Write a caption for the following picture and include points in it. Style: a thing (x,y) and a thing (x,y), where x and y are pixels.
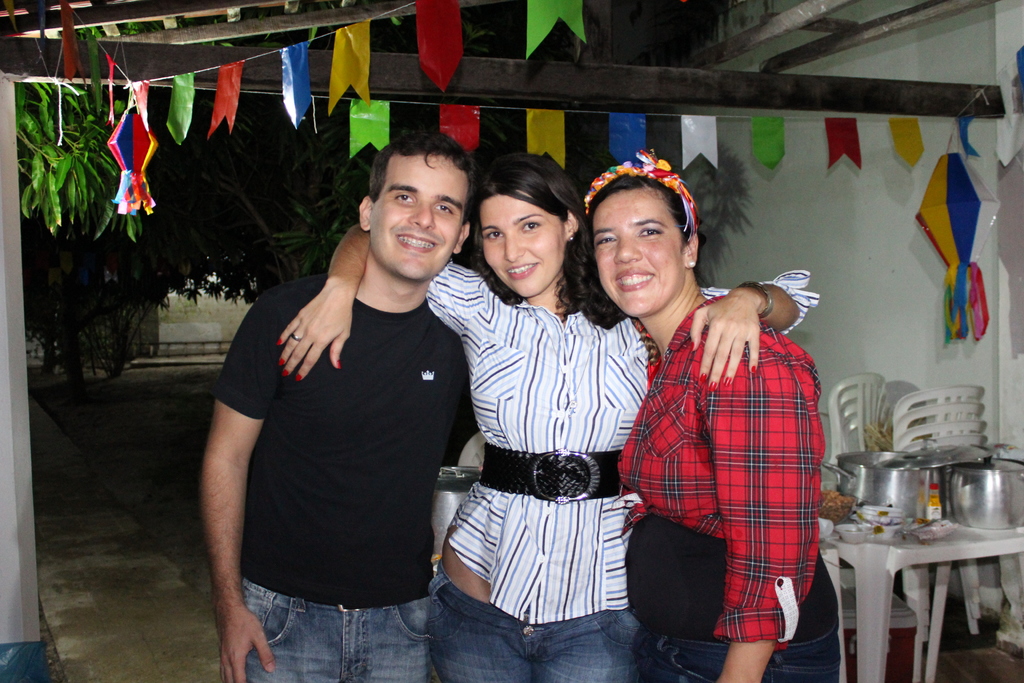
In this image we can see two women (496,411) and one man (353,450) are standing. In the background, we can see a road (46,506) and trees (547,44). On the right side of the image (947,142), we can see a wall (854,253), table (892,563), chairs (906,402) and a container (908,666). On the table (879,544), we can see utensils (878,513) and objects (845,510). At the top of the image (773,139), we can see flags (109,63) and a wooden beam (604,79). It seems like a pillar (2,346) on the left side of the image (6,459).
